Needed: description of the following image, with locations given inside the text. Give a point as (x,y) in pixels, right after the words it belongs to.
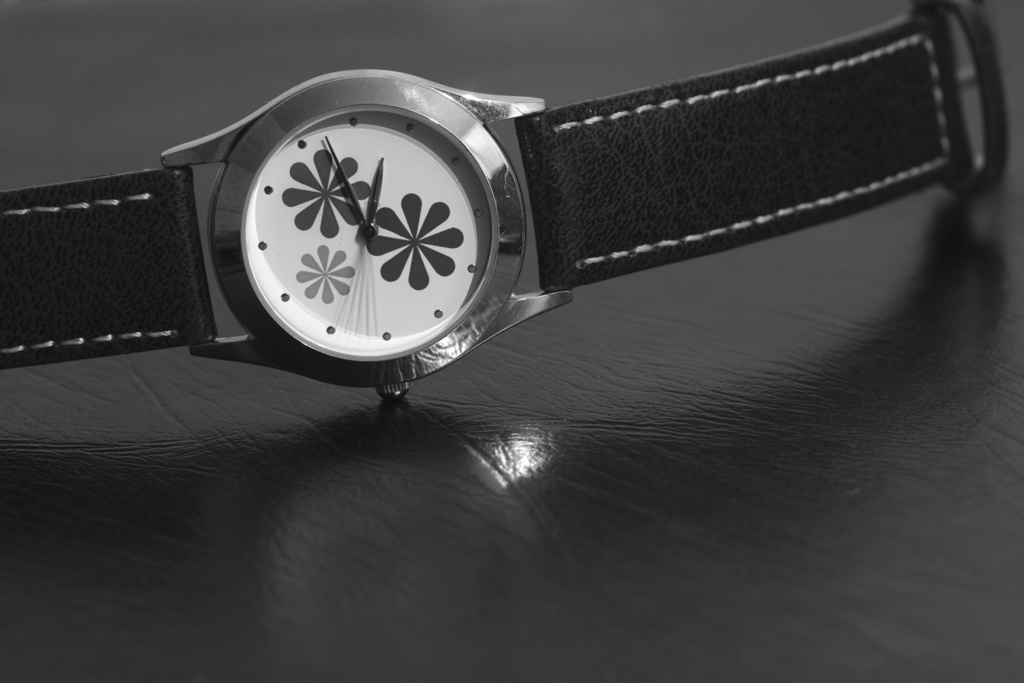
In this picture we can see one watch (408,324) is placed on the surface (213,534).
